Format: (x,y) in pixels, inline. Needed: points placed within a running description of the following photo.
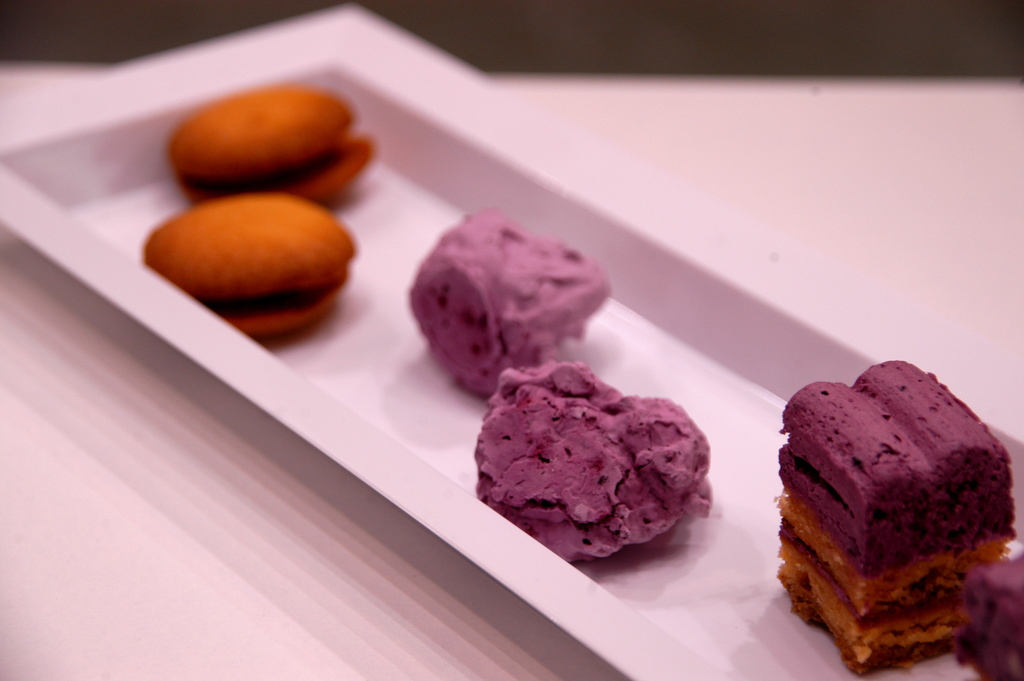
In this image there is a table (287,611), on that table (970,214) there is a plate (517,527), in that plate (424,186) there is a food item (671,474).
